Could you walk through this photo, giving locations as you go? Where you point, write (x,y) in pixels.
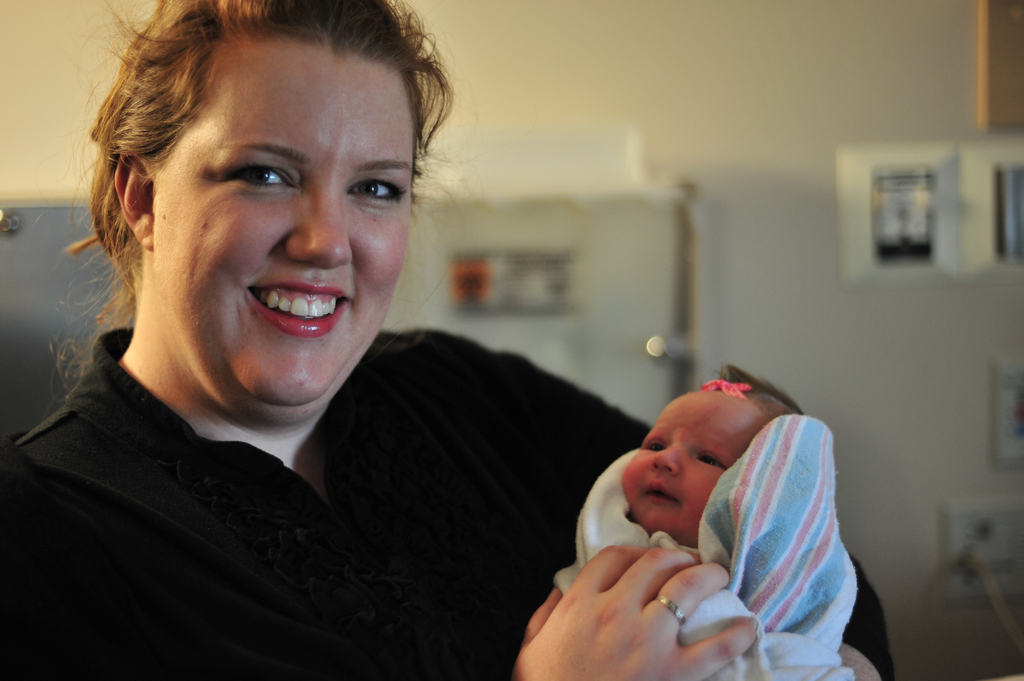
In this picture we can see a woman (329,425) carrying a baby (778,549) in her hands (610,628). We can see a few objects (933,181) in the background (1012,110). Background (804,171) is blurry.
